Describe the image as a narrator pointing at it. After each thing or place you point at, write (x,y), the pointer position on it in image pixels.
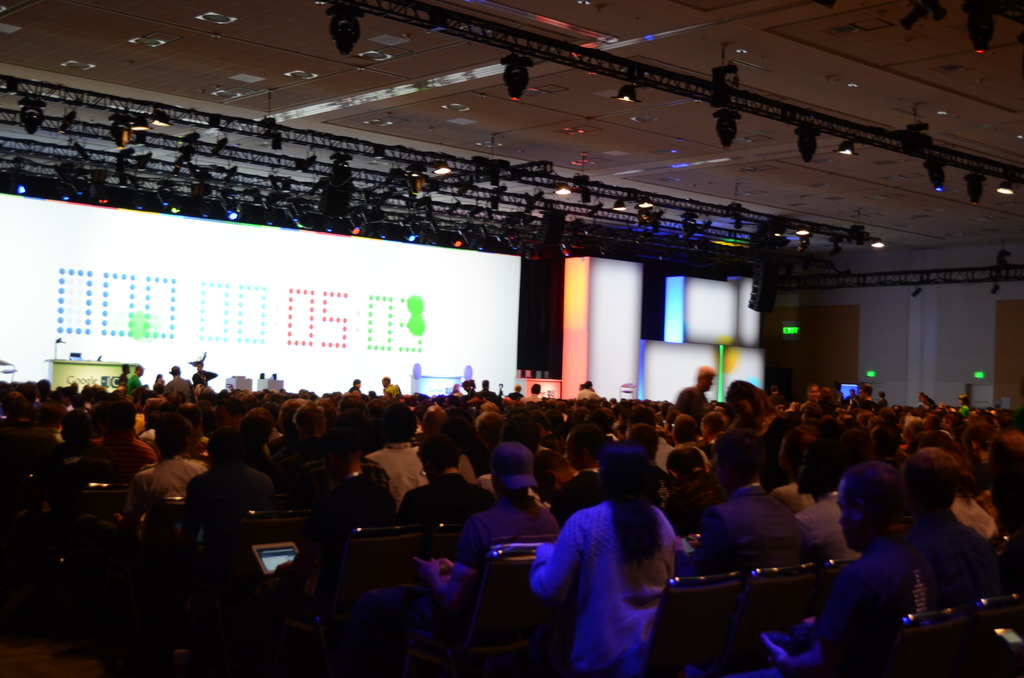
In this image we can see a crowd of people (591,508) sitting on the chairs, in front of them, we can see a projector (427,346) with some text (156,340), also we can see a table (61,360) and some other objects (58,340) on the stage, at the top of the roof (630,136) we can see some lights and metal rods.
